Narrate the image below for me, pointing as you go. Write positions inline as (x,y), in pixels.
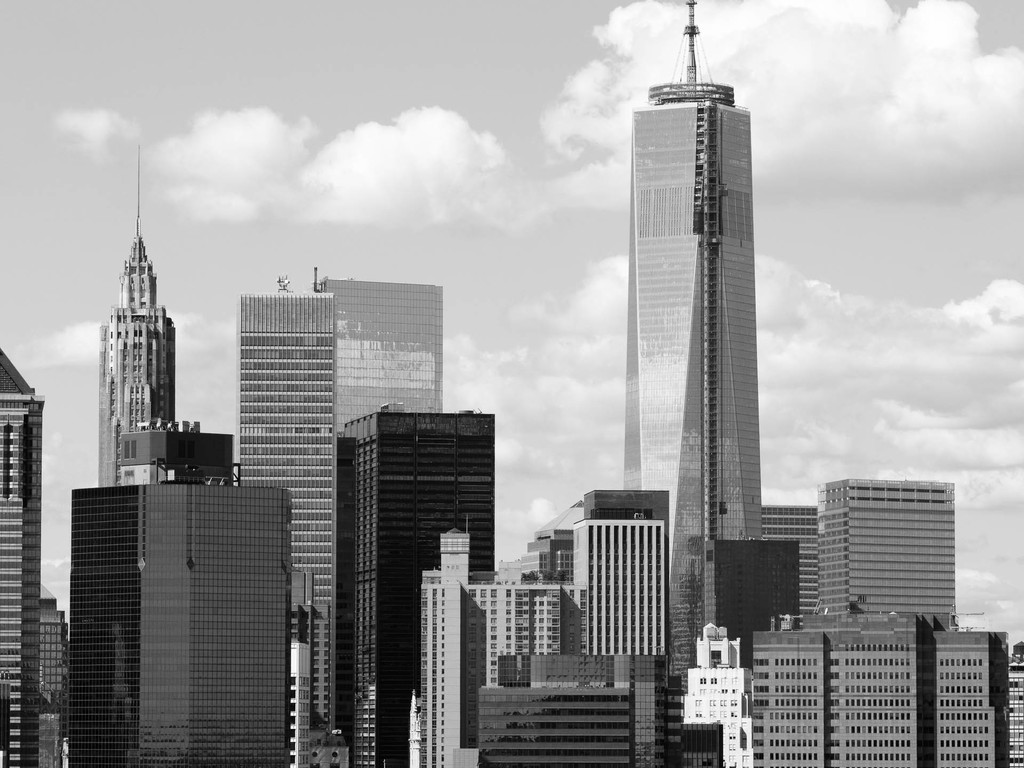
There is a black and white image. In this image, there is an outside view. In the foreground (166,414), there are some buildings (752,500). In the background (76,226), there is a sky (927,180).
